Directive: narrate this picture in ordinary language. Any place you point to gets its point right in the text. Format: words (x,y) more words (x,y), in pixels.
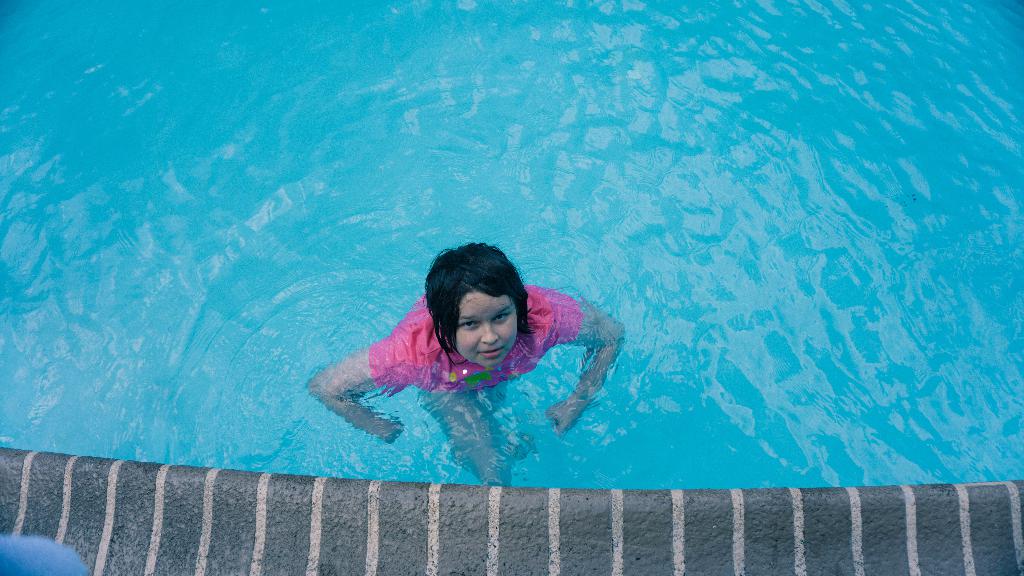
In this picture we can see a person (488,340) in the water (550,352).
